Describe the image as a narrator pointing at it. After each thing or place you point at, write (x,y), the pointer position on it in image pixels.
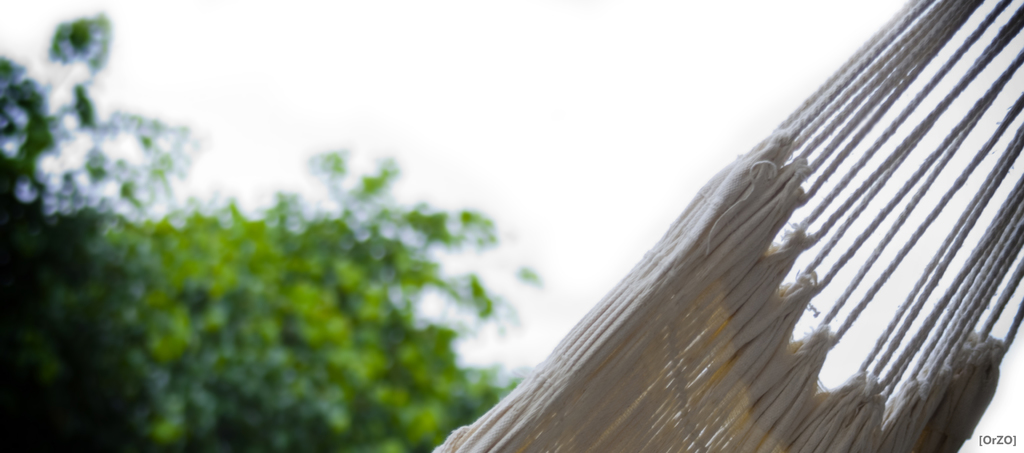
In this picture we see the sides (917,235) of a hammock (669,282) & in the background (323,240) we have green trees (202,338).
